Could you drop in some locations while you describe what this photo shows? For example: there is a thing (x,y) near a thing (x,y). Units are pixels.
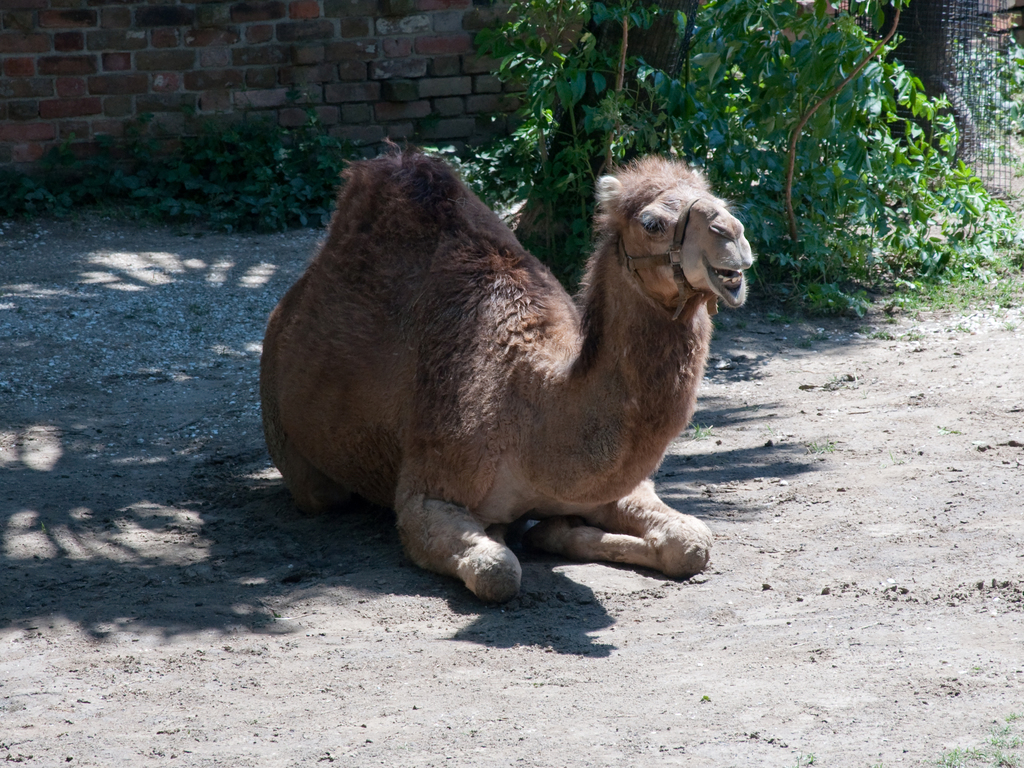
Here we can see a camel (670,407) on the ground (517,625). There are plants (824,121). In the background (434,83) we can see a wall (61,79).
